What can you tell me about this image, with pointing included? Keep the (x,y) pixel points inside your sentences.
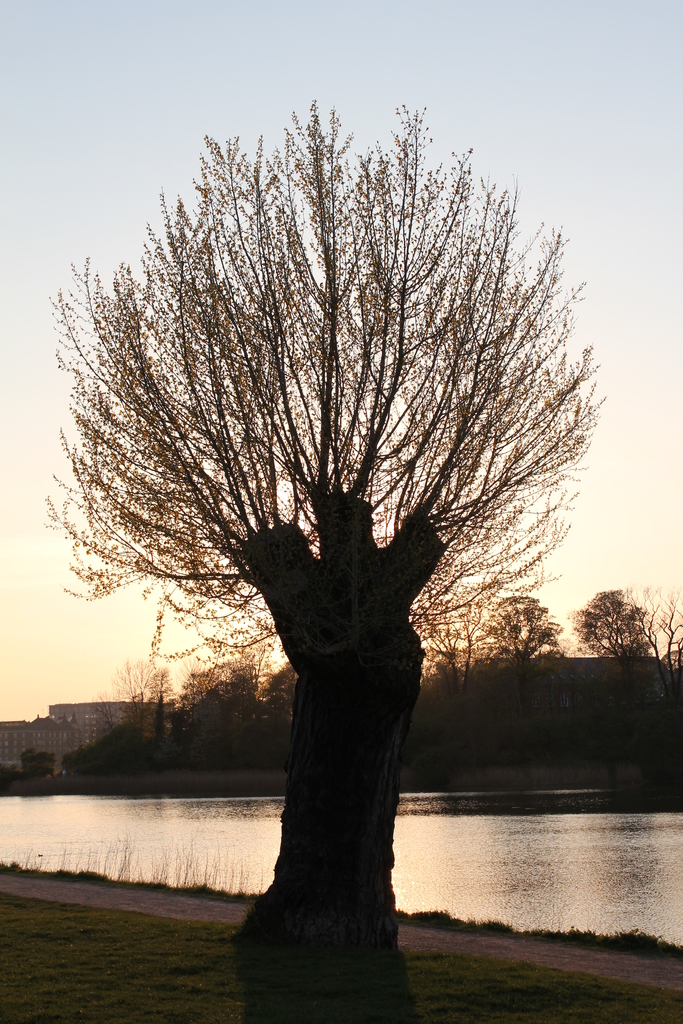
In this image I can see grass (344,957) and a tree (63,451) in the front (337,982). In the background (261,882) I can see water (43,814), few more trees (273,703), few buildings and the sky (144,218).
